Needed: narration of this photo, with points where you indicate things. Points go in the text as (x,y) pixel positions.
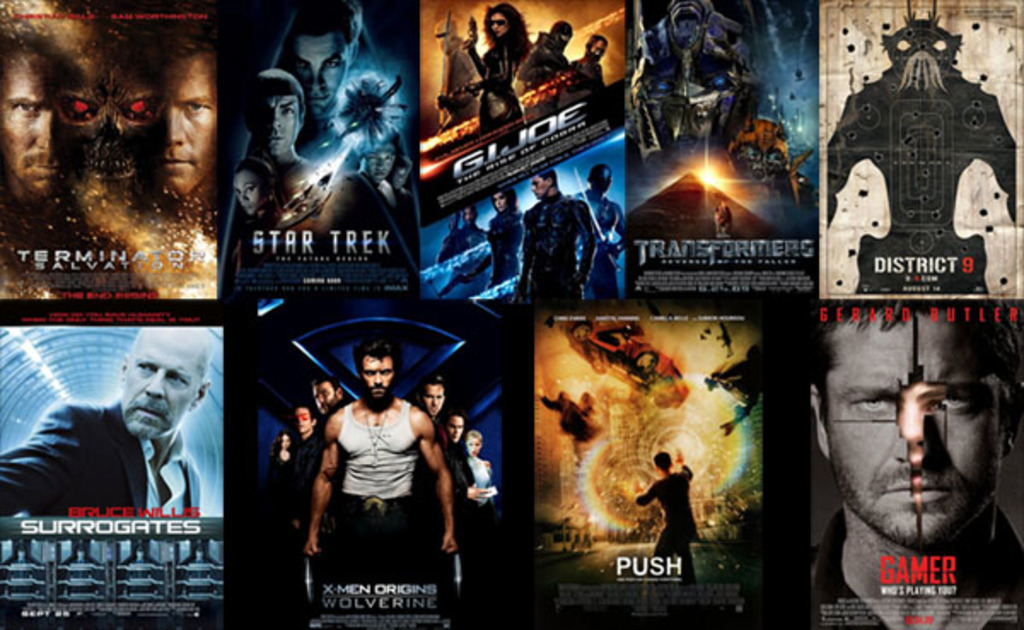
In this picture I can see collage image. I can see people (333,447), names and some other things (386,326).
